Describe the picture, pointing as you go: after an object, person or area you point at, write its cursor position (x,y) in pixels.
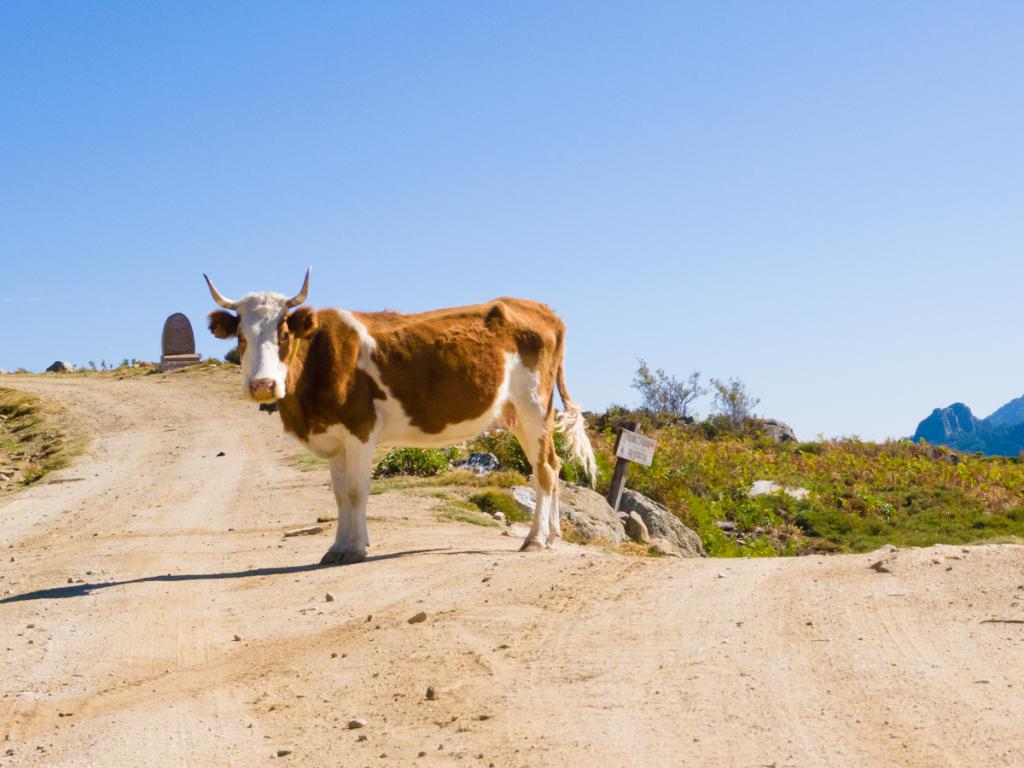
In this image we can see a cow (422,383) on the ground (469,621) and in the background (635,522) there are rocks (642,498), grass (806,522), a wooden stick (620,483) with board (652,451), mountains (964,408) and the sky (596,197).
